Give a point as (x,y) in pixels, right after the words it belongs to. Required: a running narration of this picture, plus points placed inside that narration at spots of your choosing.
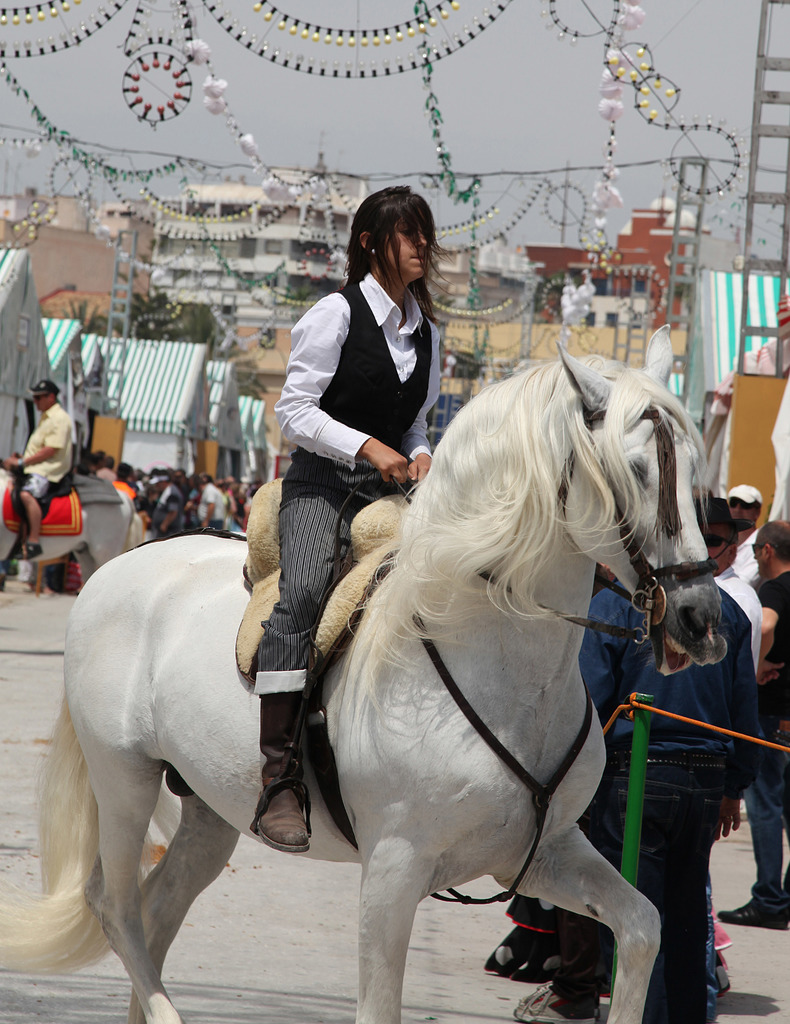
This woman (283,749) is sitting on a horse (411,576). Far there are buildings (248,242). This are tents (177,367). This is a crowd (224,488). Far other man (55,472) is also sitting on a horse (86,524). A group of people (782,544) are standing. This are lights (380,43).
